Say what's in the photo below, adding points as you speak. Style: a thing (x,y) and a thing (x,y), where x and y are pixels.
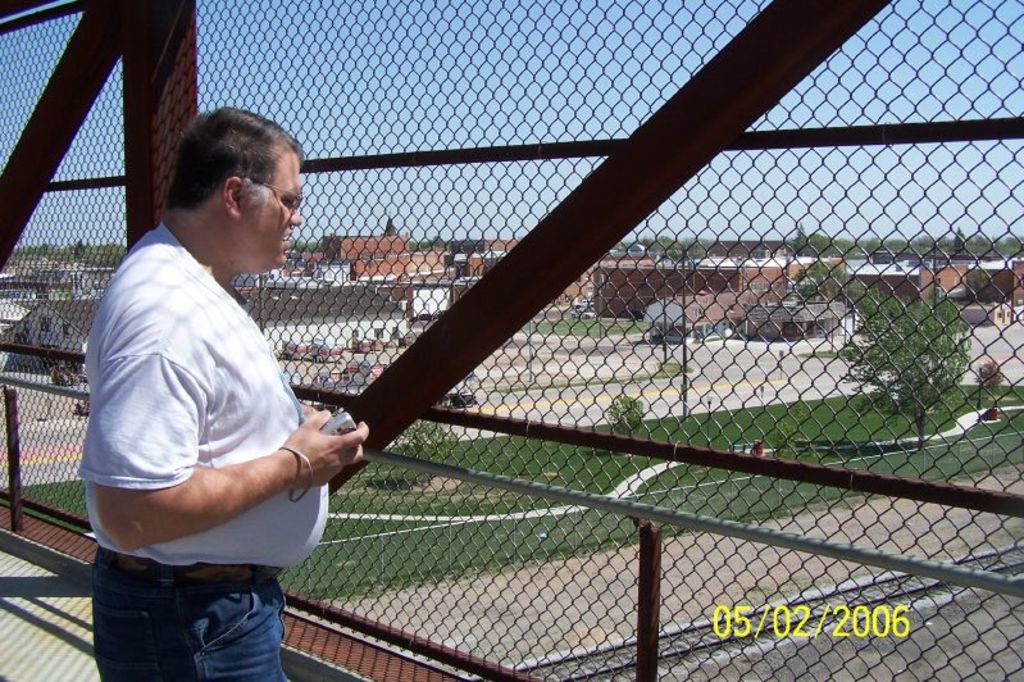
In this image we can see a man (291,534) standing holding an object (335,420). We can also see a metal fence (440,474). On the backside (716,478) we can see grass (714,491), trees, buildings (286,302), and the sky (531,227).
